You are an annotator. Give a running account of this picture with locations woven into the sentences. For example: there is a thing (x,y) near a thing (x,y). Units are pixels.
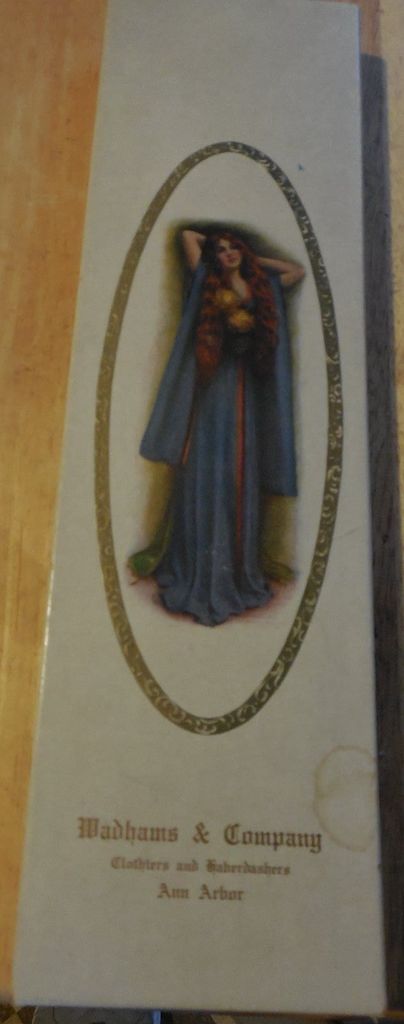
The picture consists of a box (210,206) lying on a wooden surface (39,610). On the box (239,859) we can see a woman (215,542). At the bottom (119,825) there is text (166,867).
